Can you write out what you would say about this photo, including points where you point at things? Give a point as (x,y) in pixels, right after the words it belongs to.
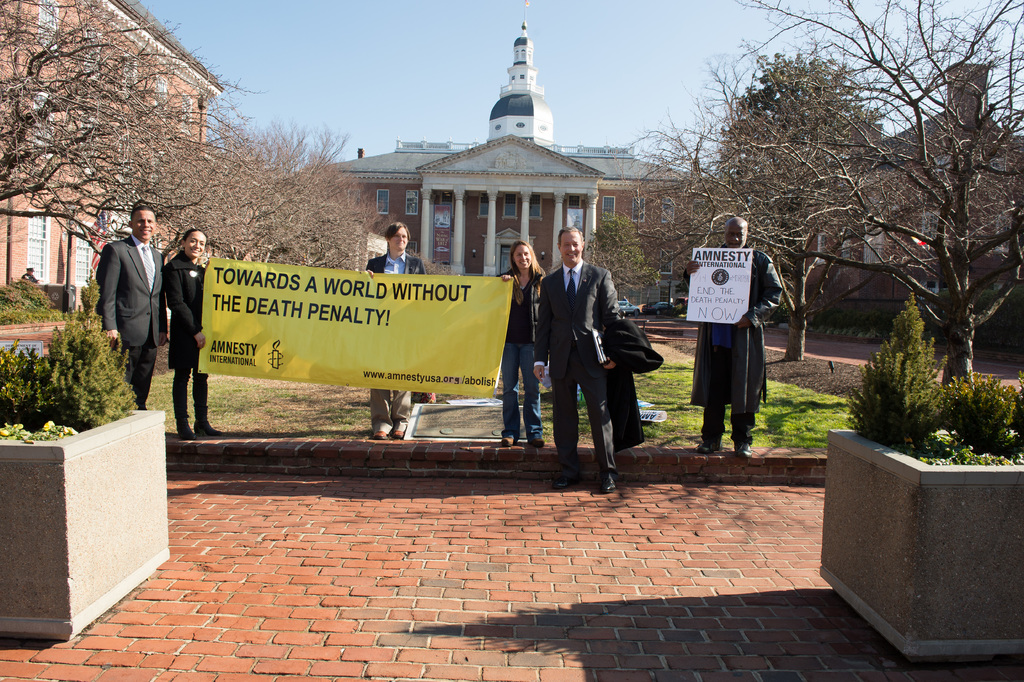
This is the picture of a place where we have some people (126,374) holding the banner (436,358) and to the side there is another person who is holding the card (735,284) and around there are some plants (960,402), trees (1014,188) and behind there are three buildings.
